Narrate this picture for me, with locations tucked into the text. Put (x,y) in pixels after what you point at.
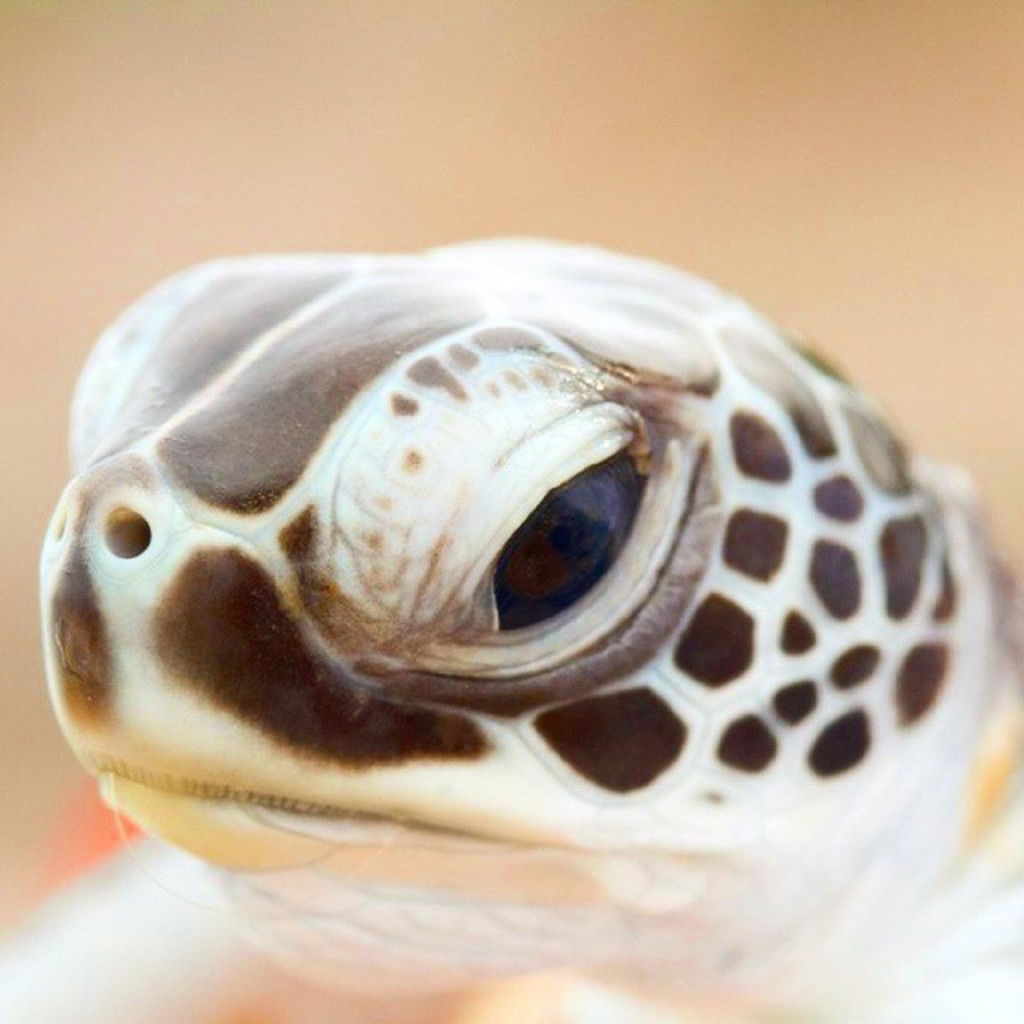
In this picture I can observe a head (340,614) of a turtle (328,636). This turtle (587,672) is in brown and white color. The background (163,139) is blurred.
